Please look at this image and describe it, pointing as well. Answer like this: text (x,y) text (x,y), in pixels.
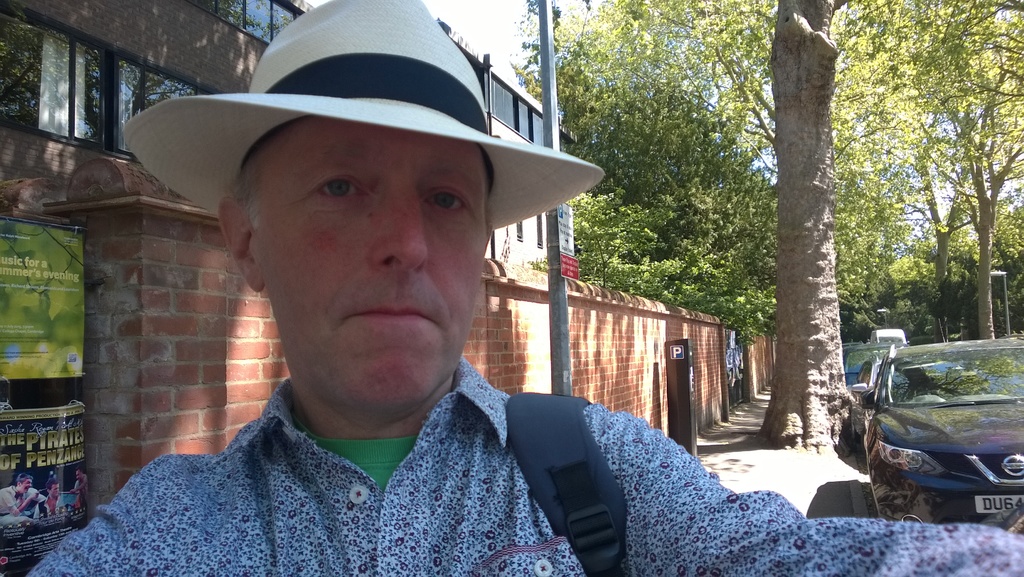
This image is taken outdoors. In the background (171,315) there is a building (247,40) with walls (234,45) and windows (31,100). There are a few boards (30,419) with text (70,275) on them. There are a few trees (832,265) with stem (790,207), leaves (664,145) and branches (741,89). There are a few poles (549,49) with street lights (1008,313). In the middle of the image (393,355) there is a man (410,392). On the right side of the image (900,394) a few cars (891,376) are parked on the road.
